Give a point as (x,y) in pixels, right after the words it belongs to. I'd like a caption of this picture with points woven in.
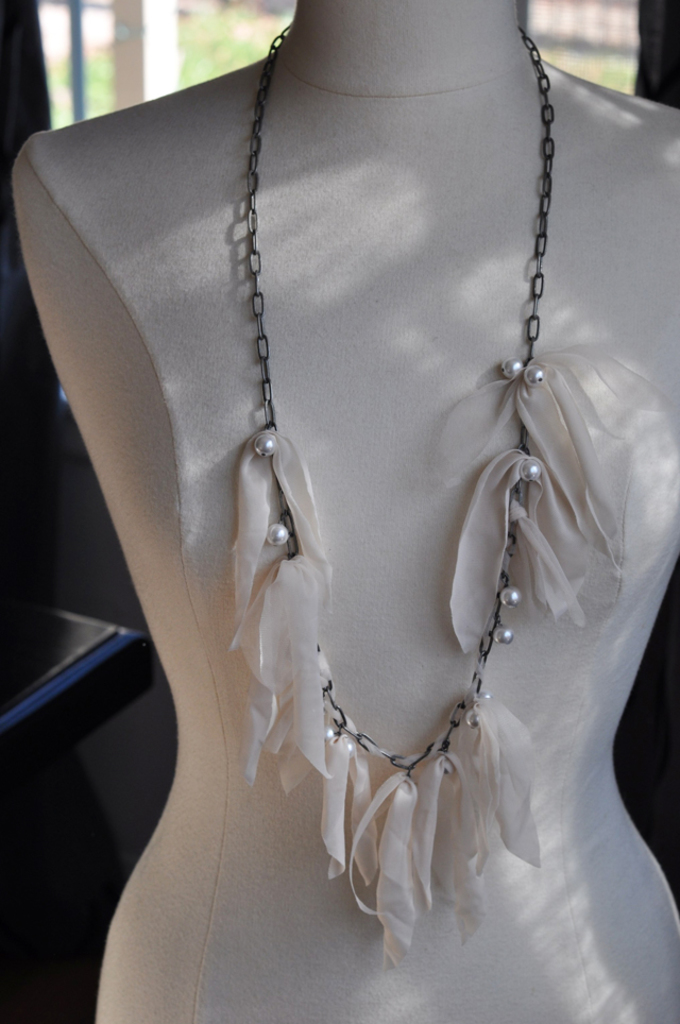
This picture is consists of a chain (536,306) on a mannequin (618,895) in the image.
